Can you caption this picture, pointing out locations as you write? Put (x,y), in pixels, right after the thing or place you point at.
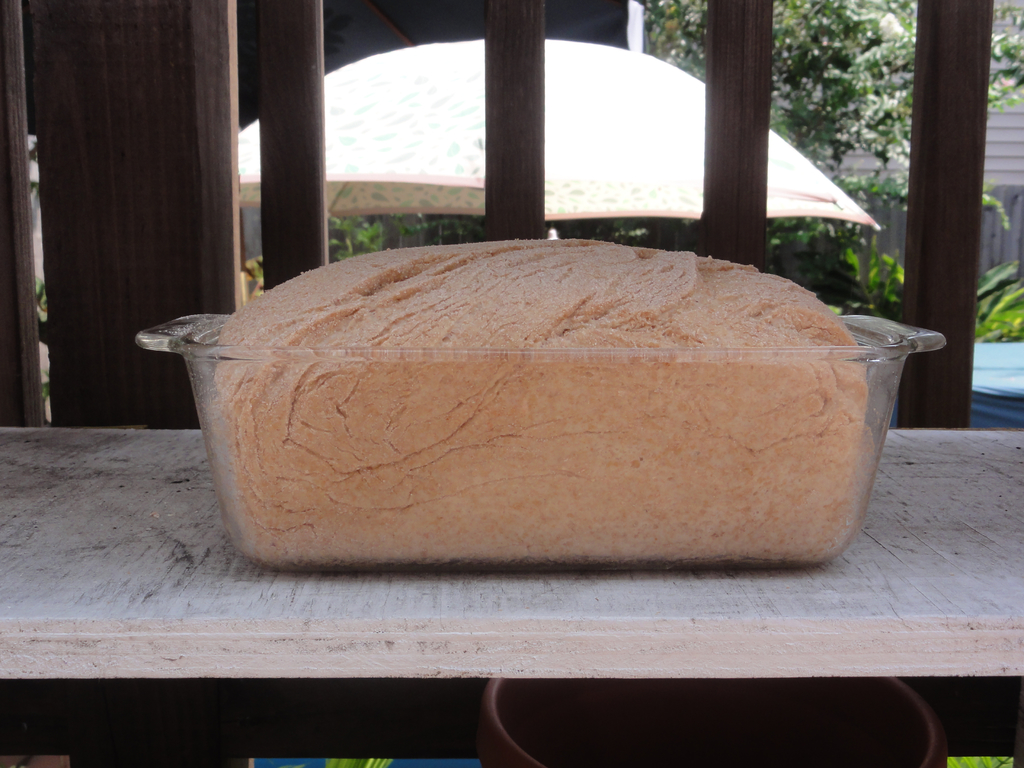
In this image I can see bread dough (457,555) in a glass pan (571,409) which is placed on the table (809,635). In the background (767,247) there is a white color umbrella (425,137) and trees (817,66), plants (883,291) in green color. In the bottom of the image (755,724) there is a bowl (668,739).
